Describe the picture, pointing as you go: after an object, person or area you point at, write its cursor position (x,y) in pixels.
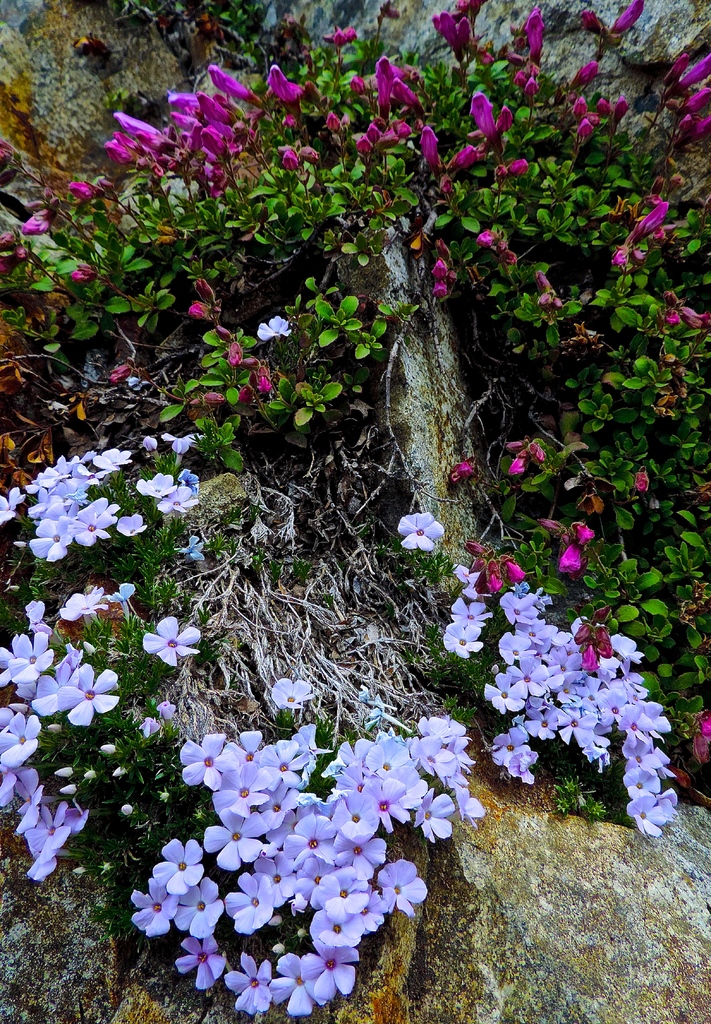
In the image on the rocks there are plants (639,551) with leaves (597,601) and flowers (225,122). And the flowers (419,742) are in pink and white color.
